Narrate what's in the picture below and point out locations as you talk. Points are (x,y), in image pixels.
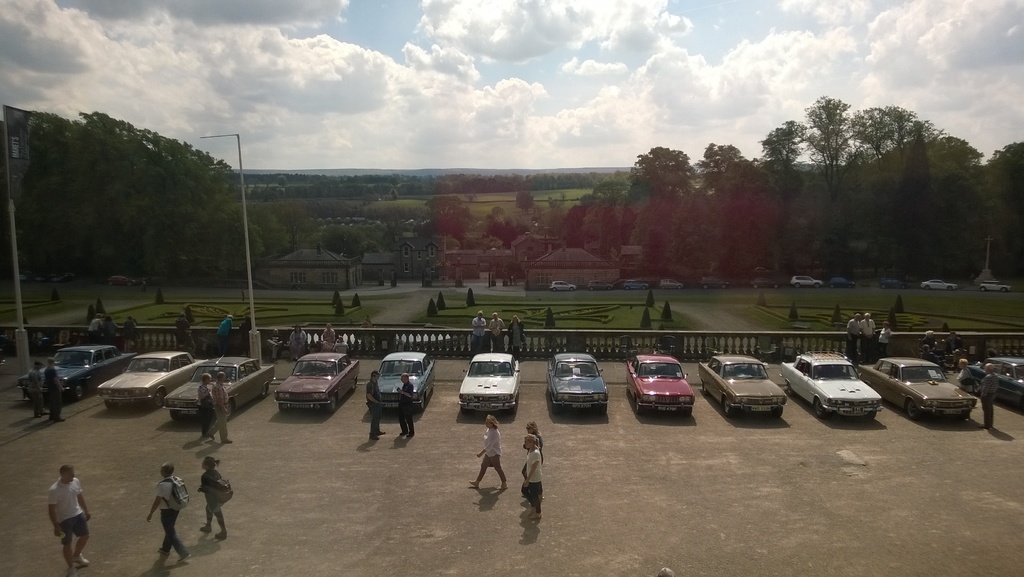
At the bottom of the image (323,504) on the ground (279,479) there are many people (213,413) walking and also there are many vehicles (588,395). Behind them there is railing (546,345) and also there are poles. Behind them there is grass (624,311) and also there are trees (355,246). And also there are few vehicles (641,286). There are buildings (314,277) and also there are many trees (861,191) in the background (543,204). At the top of the image (673,54) there is sky (485,29) with clouds (899,29).
